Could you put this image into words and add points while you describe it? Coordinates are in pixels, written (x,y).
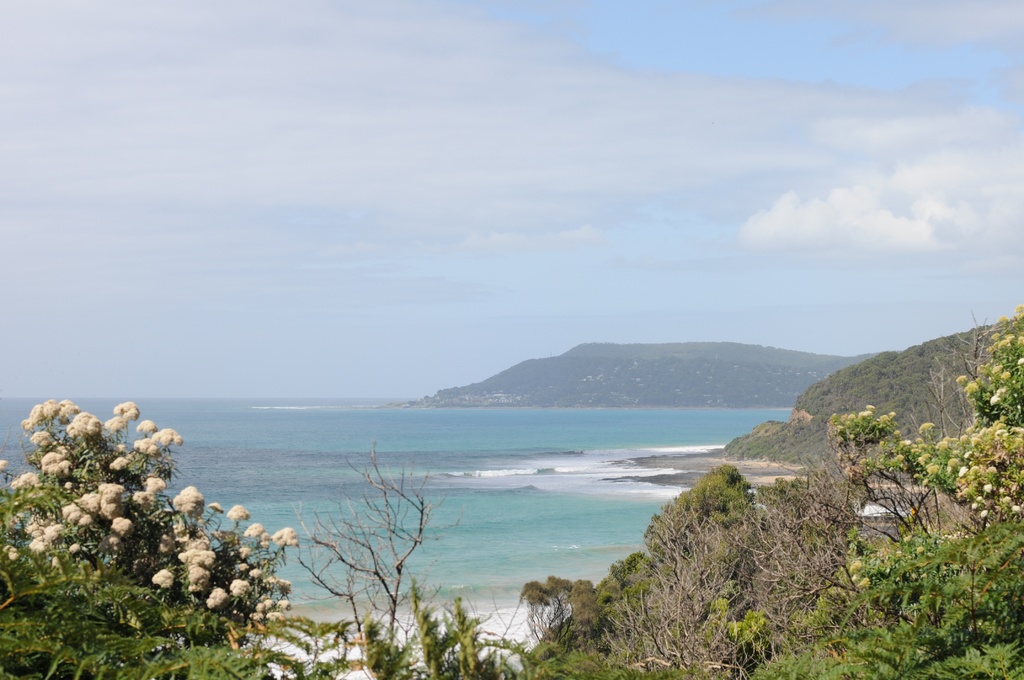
In this picture we can see ocean (446,528). On the bottom (123,472) we can see plants (140,493) and trees (837,612). In the back (678,399) there is a mountain (771,361). On the top (725,7) we can see sky (585,144) and clouds (476,199).
